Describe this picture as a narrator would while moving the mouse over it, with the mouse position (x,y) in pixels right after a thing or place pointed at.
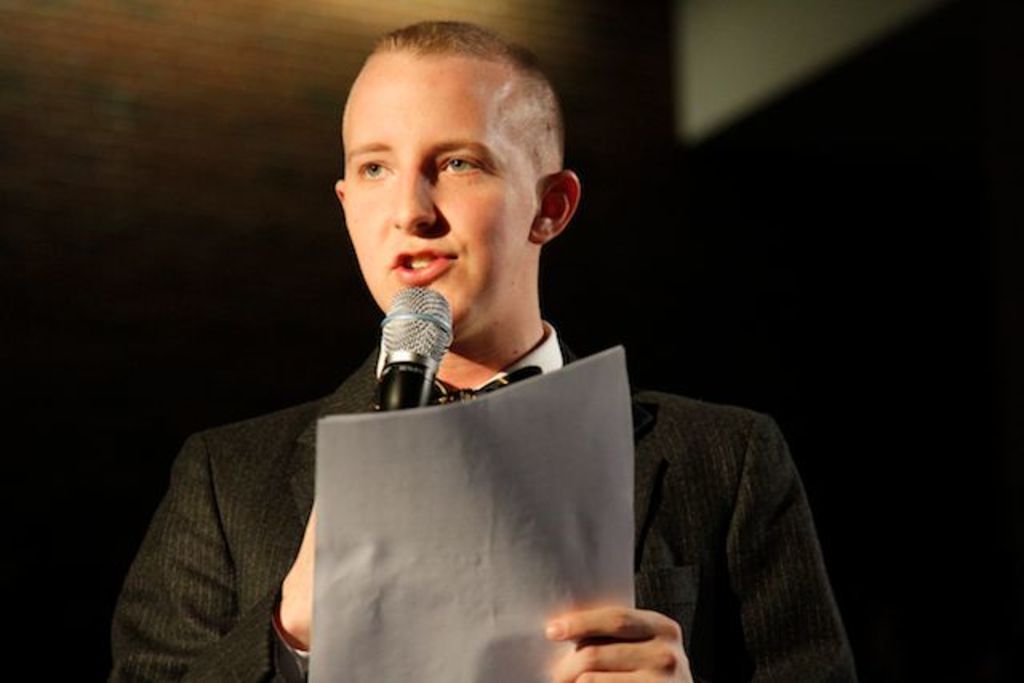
In this picture there is a person (747,538) wearing black suit (704,537) is holding two papers (579,607) in one of his hand (654,616) and a mic (402,401) in his other hand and speaking in front of it.
